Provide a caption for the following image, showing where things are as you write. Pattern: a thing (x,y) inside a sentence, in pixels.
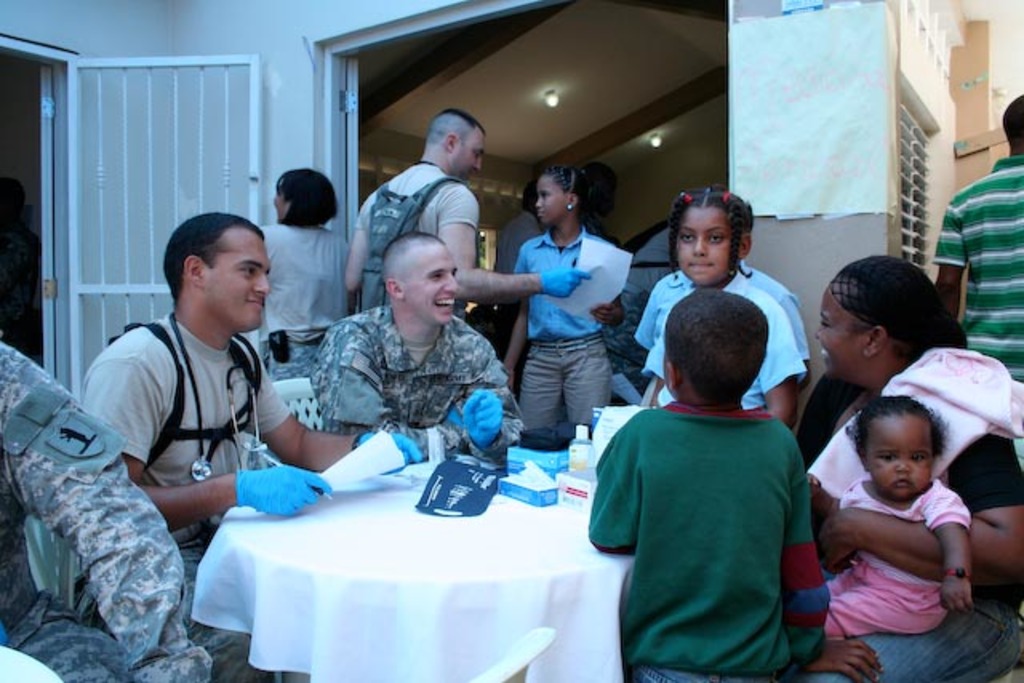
In this picture we can see some persons (150,623) are sitting on the chairs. And this is the table (425,622). On the table (530,555) there is a white color cloth (545,559), bottle (576,442), and some boxes (528,451). And even we can see some persons (708,267) are standing on the floor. This is the door (130,185). And there is a wall (291,82) and these are the lights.
